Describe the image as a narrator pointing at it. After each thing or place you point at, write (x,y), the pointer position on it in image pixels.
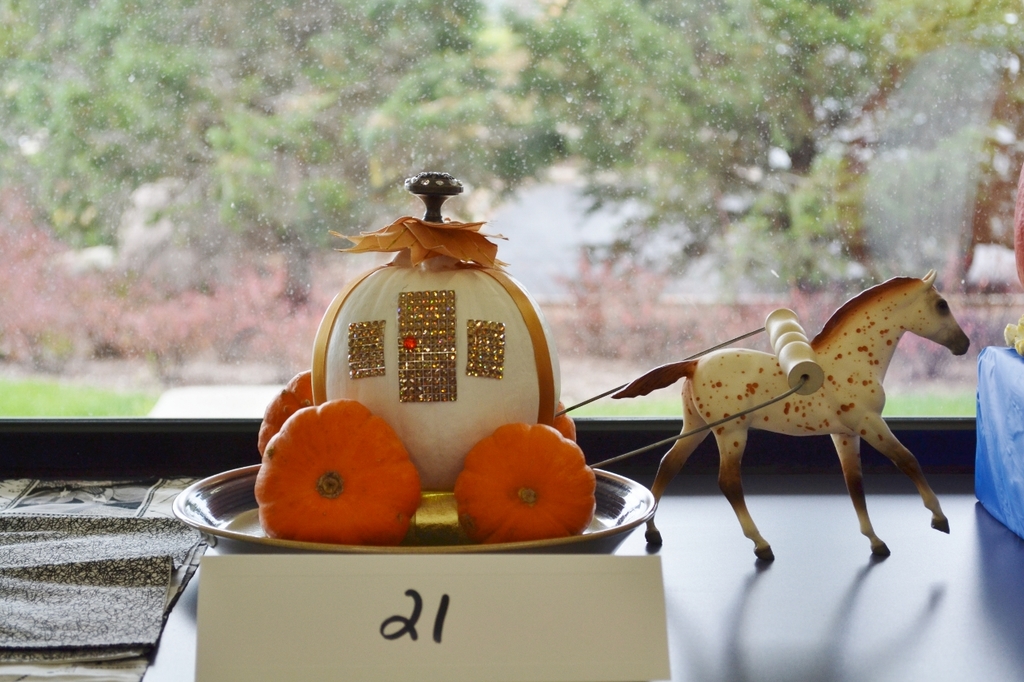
On the left side (132,506), there is a sheet (142,514) on a surface (869,651) on which there is a plate (234,536) having some toy fruits (438,394) and there is a number plate (435,556). On the right side (884,311), there are toy horse (875,320) and a blue color box (996,459). In the background (1004,177), there is a glass window (484,23). Through this window (603,220), we can see there are trees (992,91), grass (8,401) and a wall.
